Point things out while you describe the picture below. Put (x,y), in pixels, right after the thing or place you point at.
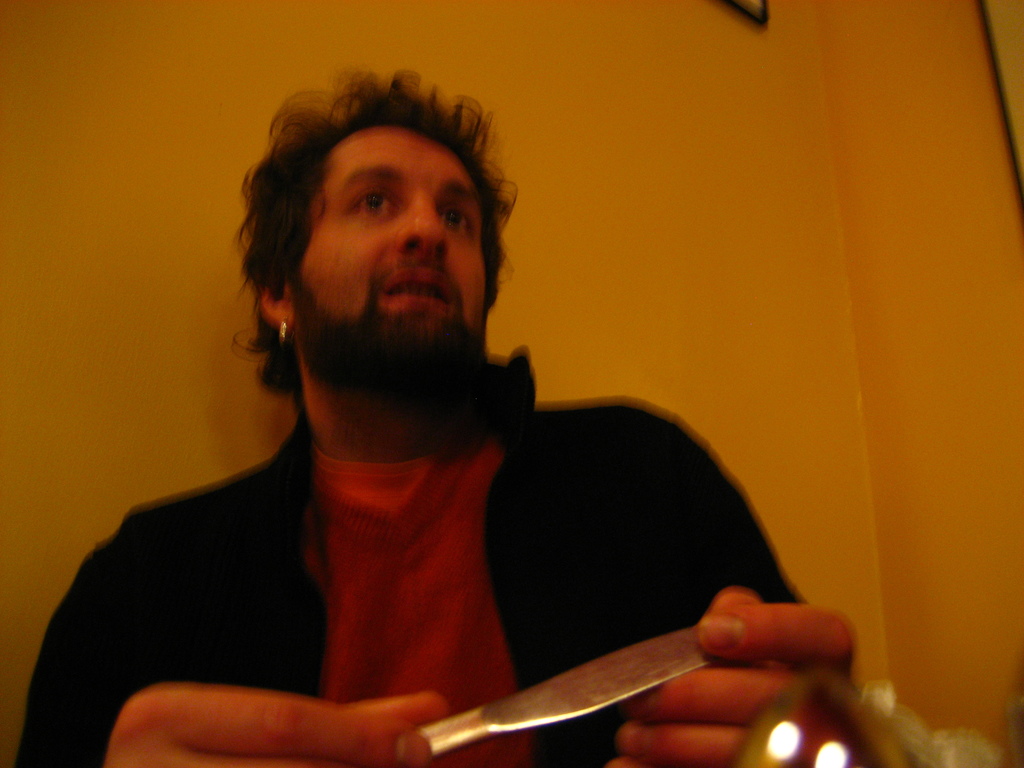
a person (506,472) is sitting holding a knife (531,702) in his hand (421,760). behind him there is a wall (790,218).
